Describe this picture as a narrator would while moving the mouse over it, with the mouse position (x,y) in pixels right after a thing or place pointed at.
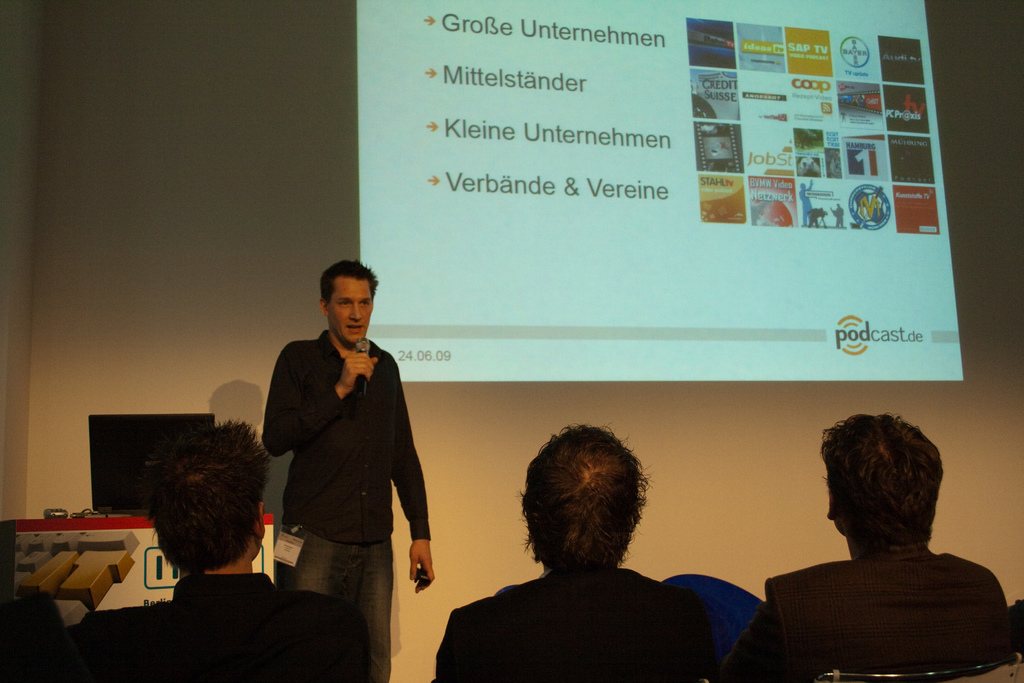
There is a person (335,430) wearing black dress (335,430) is standing and speaking in front of a mic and there is a laptop (197,430) beside him and there are few persons (531,599) sitting in front of him and there is a projected image (678,135) in the background (684,133).
